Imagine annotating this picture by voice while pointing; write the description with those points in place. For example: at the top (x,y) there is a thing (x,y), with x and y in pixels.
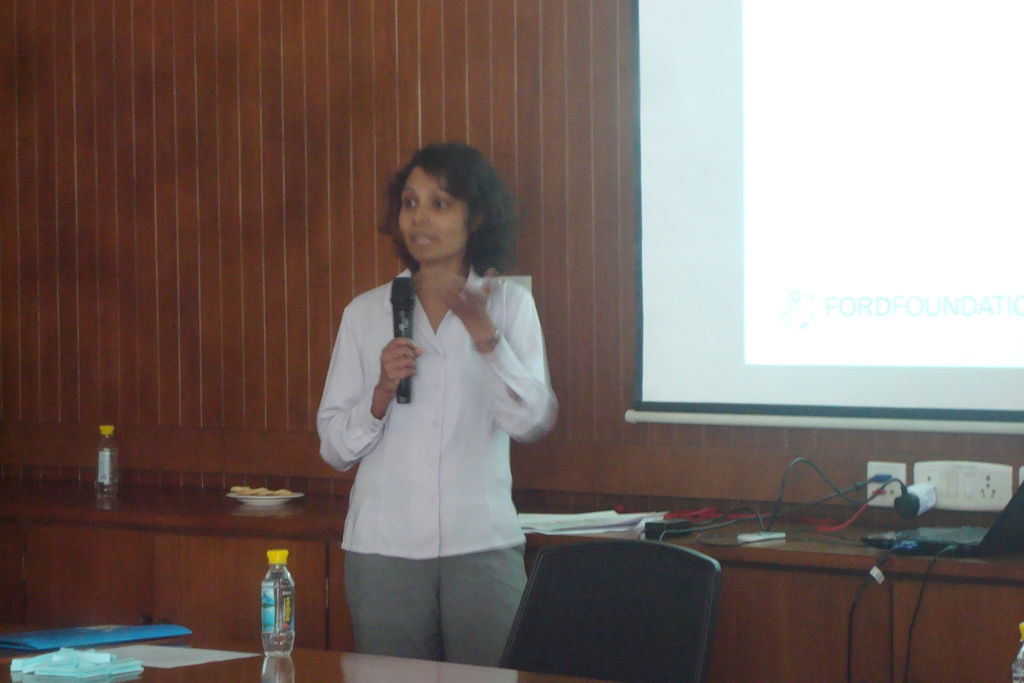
In this image i can see a person (416,319) holding a mike (402,299) she open her mouth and in front of her there is a bottle (269,599) and there is a book (159,627) kept on the table (156,672). Back side of her screen (718,251), in front of the screen (739,283) there is a switch board (937,495) and there is a cable (903,492) attached to the switch board (975,475).
